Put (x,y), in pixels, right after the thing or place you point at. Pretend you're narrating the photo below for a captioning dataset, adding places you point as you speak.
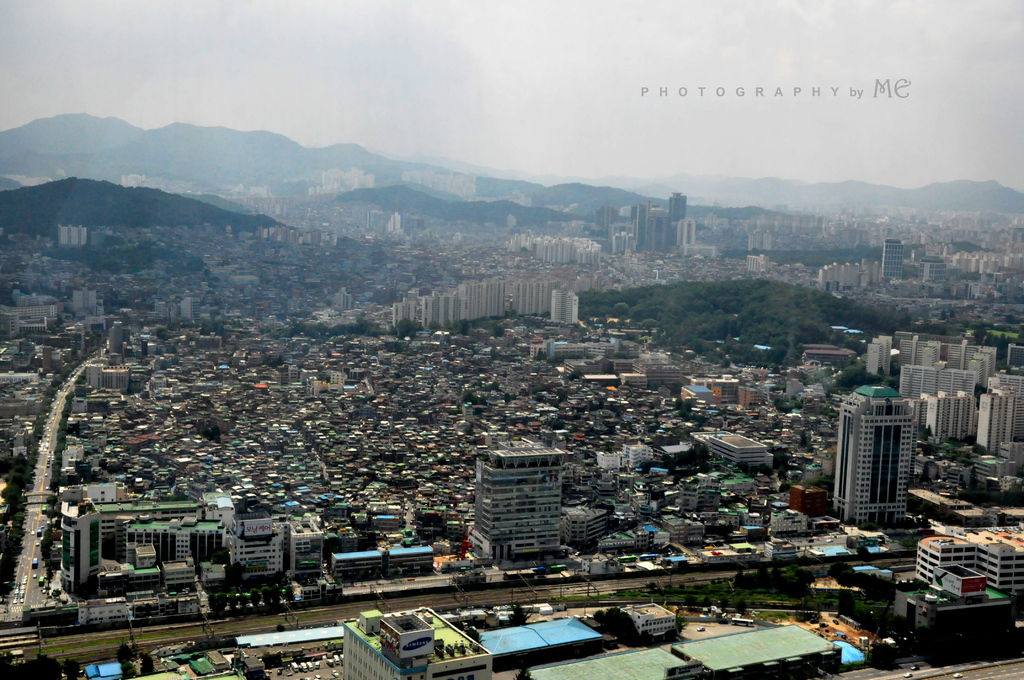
This image is clicked from a top view. There are many buildings (507,446), houses (316,405) and skyscrapers (880,419) in the image. There are roads (32,517) in the image. There are vehicles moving on the road (39,477). There are mountains (214,132) and trees (142,245) in the background (700,225). At the top (426,41) there is the sky (484,47). In the top right (793,98) there is text (687,92) on the image.
